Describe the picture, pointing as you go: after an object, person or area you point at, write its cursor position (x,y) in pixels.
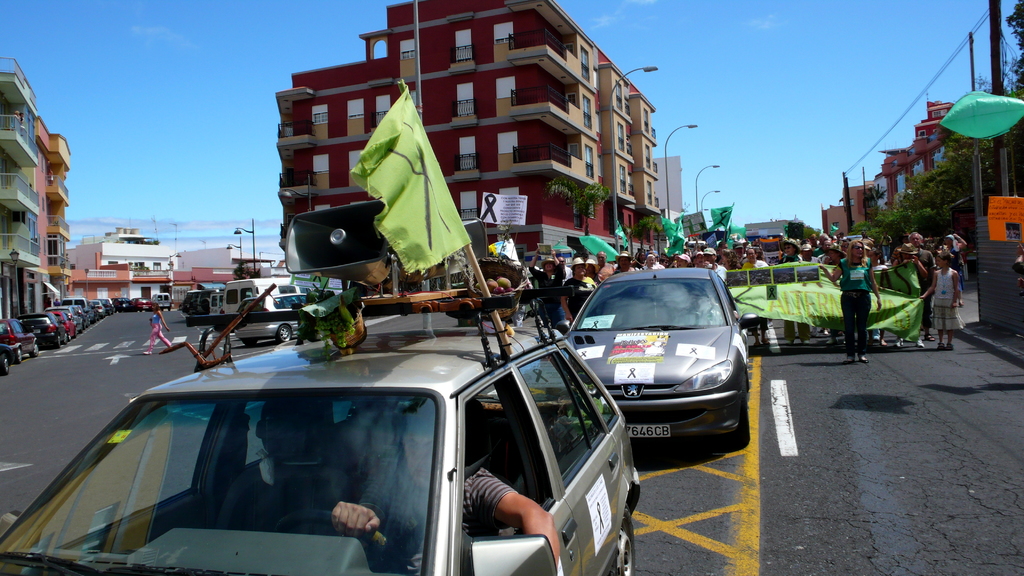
In the center of the image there is a road (29,463). There are vehicles (549,342). There are people (622,259) holding a banner (745,289) on the road (75,359). In the background of the image (294,208) there are buildings (572,174), sky (670,121), poles (666,183).
